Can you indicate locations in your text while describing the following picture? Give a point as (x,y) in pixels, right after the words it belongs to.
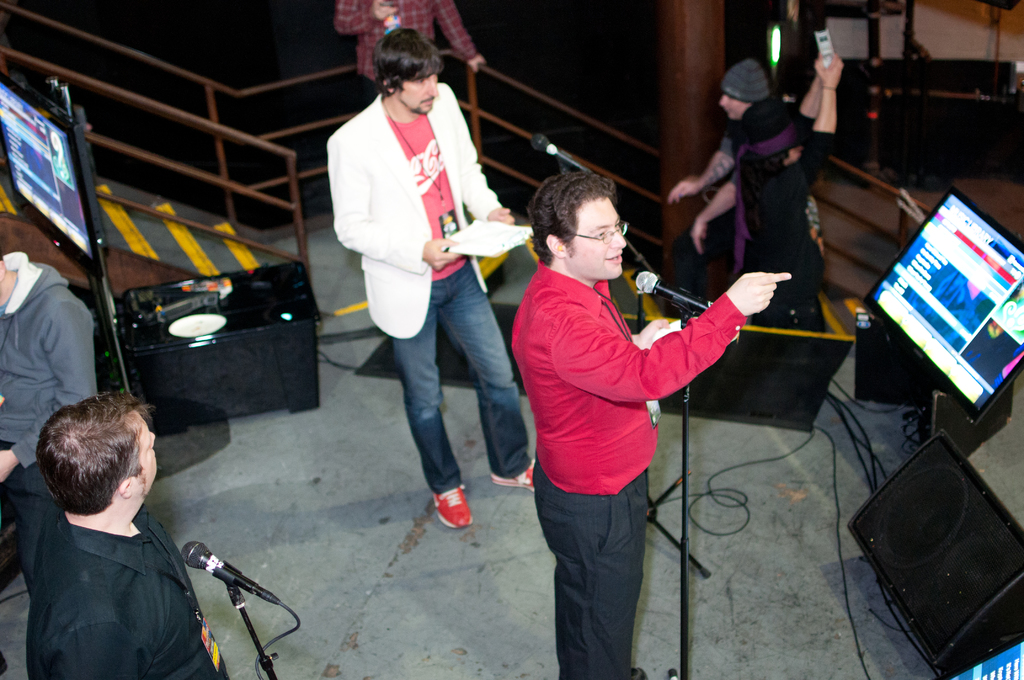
In this image there are men (145,411), there is a woman (798,187) holding an object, the men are holding an object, there are microphones (238,575), there are stands (686,535) towards the bottom of the image (685,512), there are wires (835,467) on the ground (790,491), there is a speaker (935,522), there are monitors (949,280), there is a pillar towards the top of the image (701,111), there is a metal rod (151,102) towards the left of the image (292,158), there is a wall (960,26), there are objects (984,93) towards the right of the image (919,114), the background of the image (931,122) is dark.
